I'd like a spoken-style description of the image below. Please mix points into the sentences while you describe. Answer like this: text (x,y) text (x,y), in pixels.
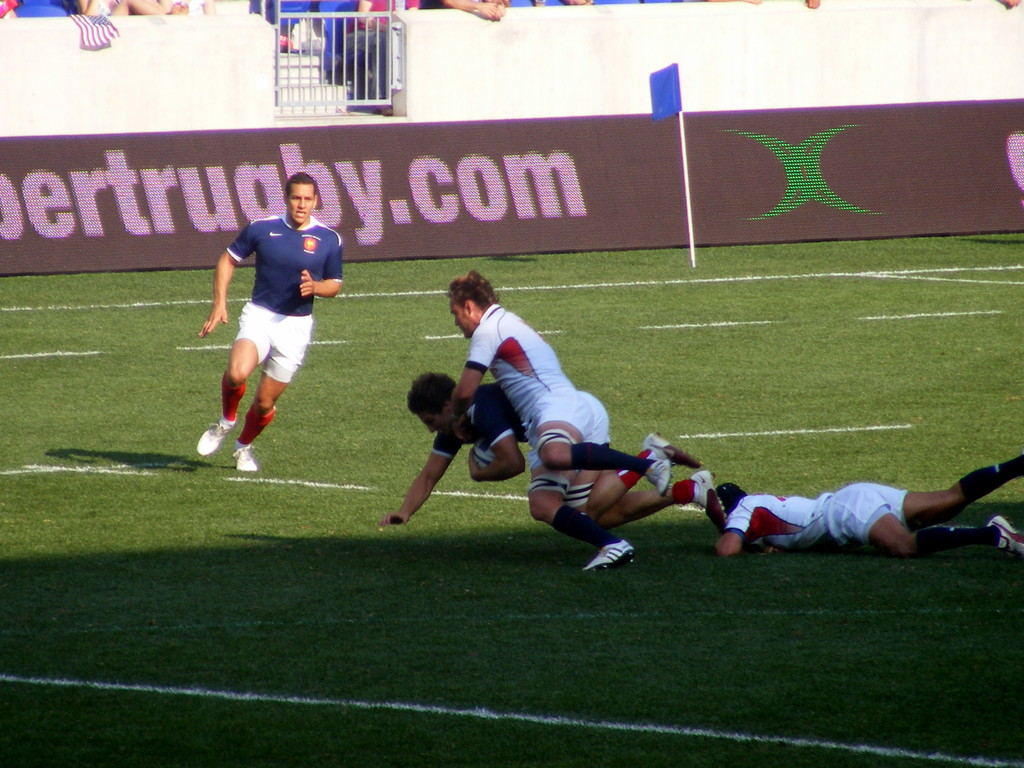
In this picture we can see four men (597,500) playing and trying to take ball (487,453) from this person (469,426) and in background (403,51) we can see gate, wall (701,60), flag (674,77), pole (679,83), some persons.
